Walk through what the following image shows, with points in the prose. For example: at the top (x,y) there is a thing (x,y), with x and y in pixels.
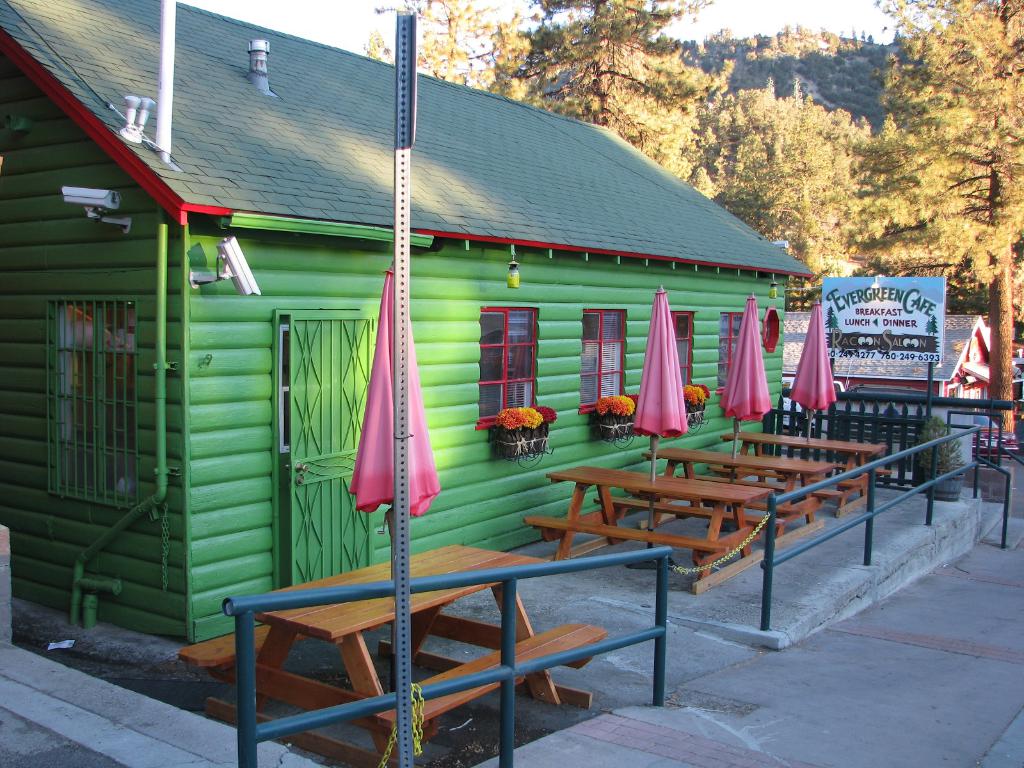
In this image we can see a house (334,275) with windows (54,327), trees (965,33), wooden objects (765,440), fence (955,437) and we can also see stands (384,483) included with cloth (356,465).
